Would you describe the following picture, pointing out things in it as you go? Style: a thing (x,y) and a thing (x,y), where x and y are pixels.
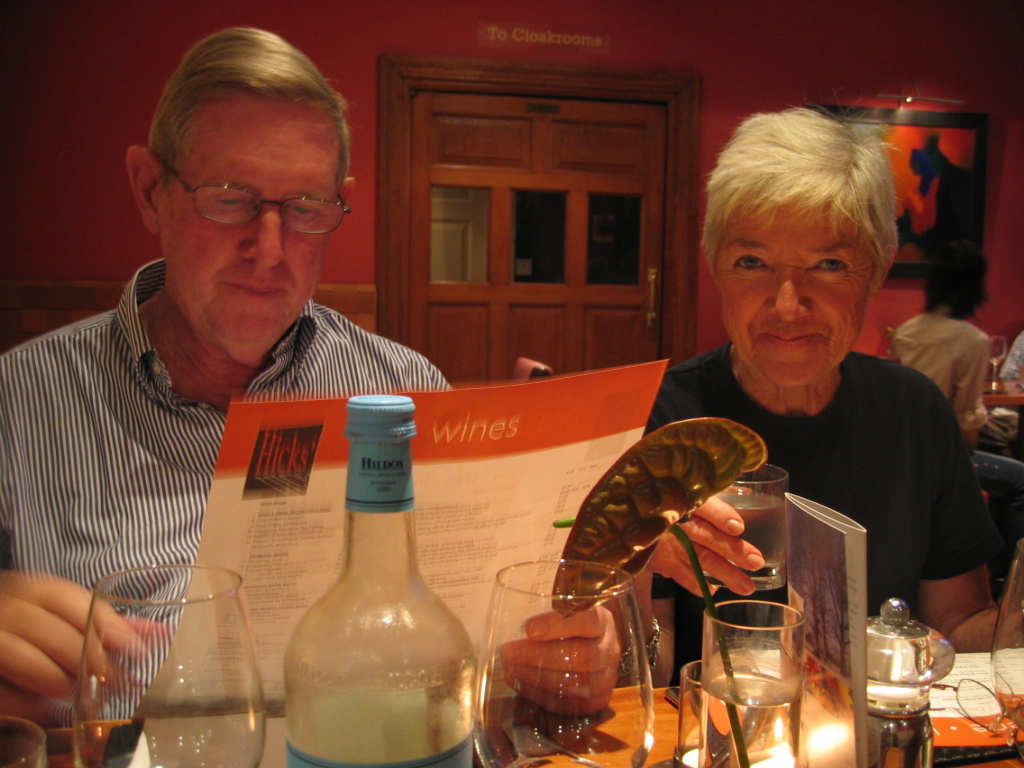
There is a man (202,248) wearing specs (219,204) is holding a menu card (457,482). Another lady (773,430) is sitting next to him holding a glass (756,507). In front of him there is a table (608,707). On the table (522,718) there are glass bottle (390,588), glasses (640,690), a glass (732,674) with a flower (670,509), candle (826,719). In the background (525,94) there is a red wall (702,75), door (532,211), also a painting (951,167) is on the wall (957,108).
